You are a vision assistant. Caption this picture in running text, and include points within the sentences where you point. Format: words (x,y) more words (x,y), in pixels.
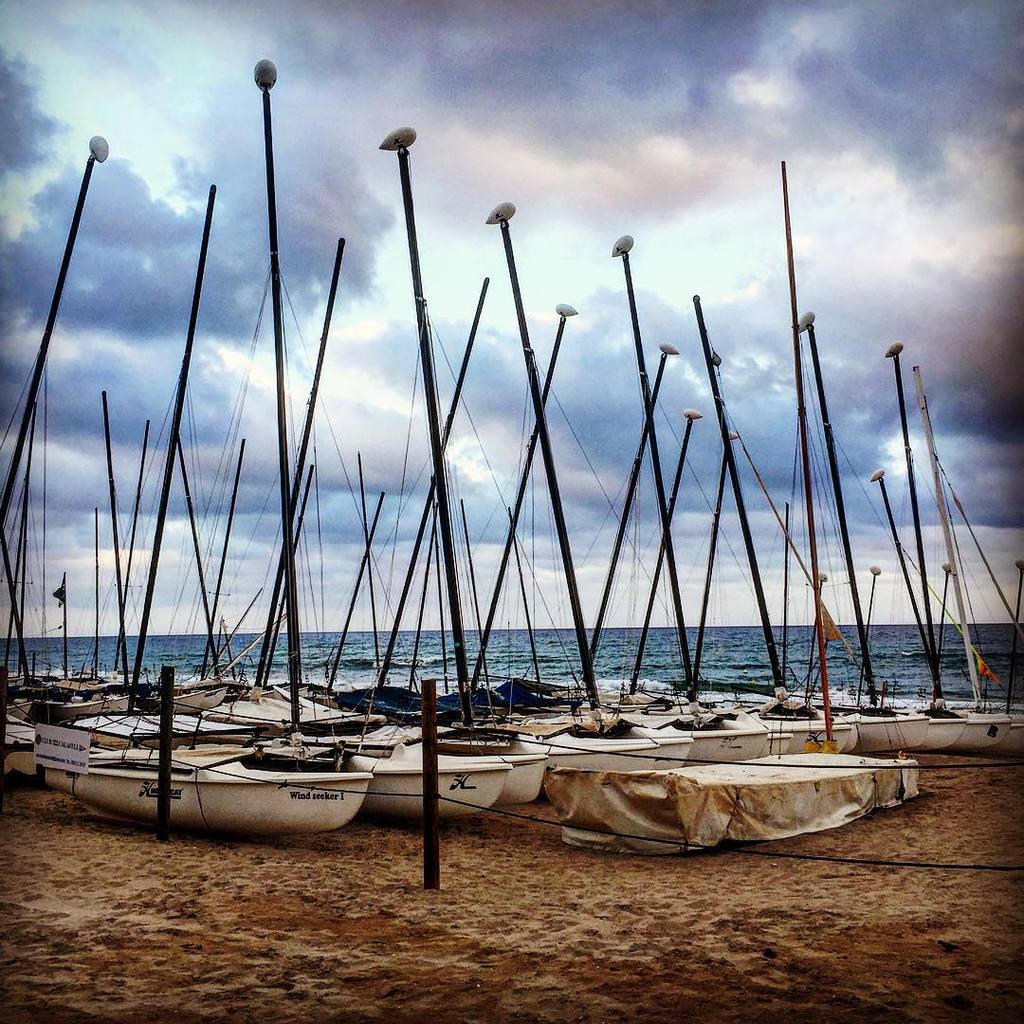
In this picture we can see some boats (383,736), at the bottom (550,946) there is sand (590,936), we can see masts (140,488) of these boats (140,488), in the background (661,662) there is water (673,649), we can see the sky (696,205) and clouds (693,246) at the top of the picture (660,258).
